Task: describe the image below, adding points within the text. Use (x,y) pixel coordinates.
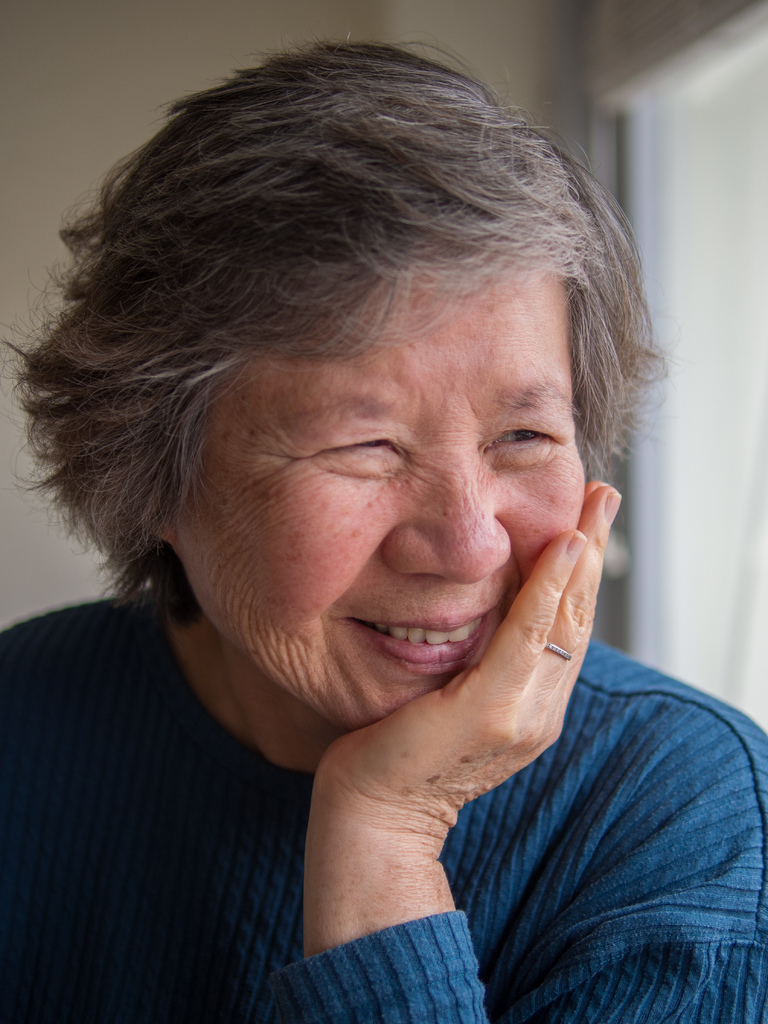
In this image, we can see a lady (356,492) smiling.
